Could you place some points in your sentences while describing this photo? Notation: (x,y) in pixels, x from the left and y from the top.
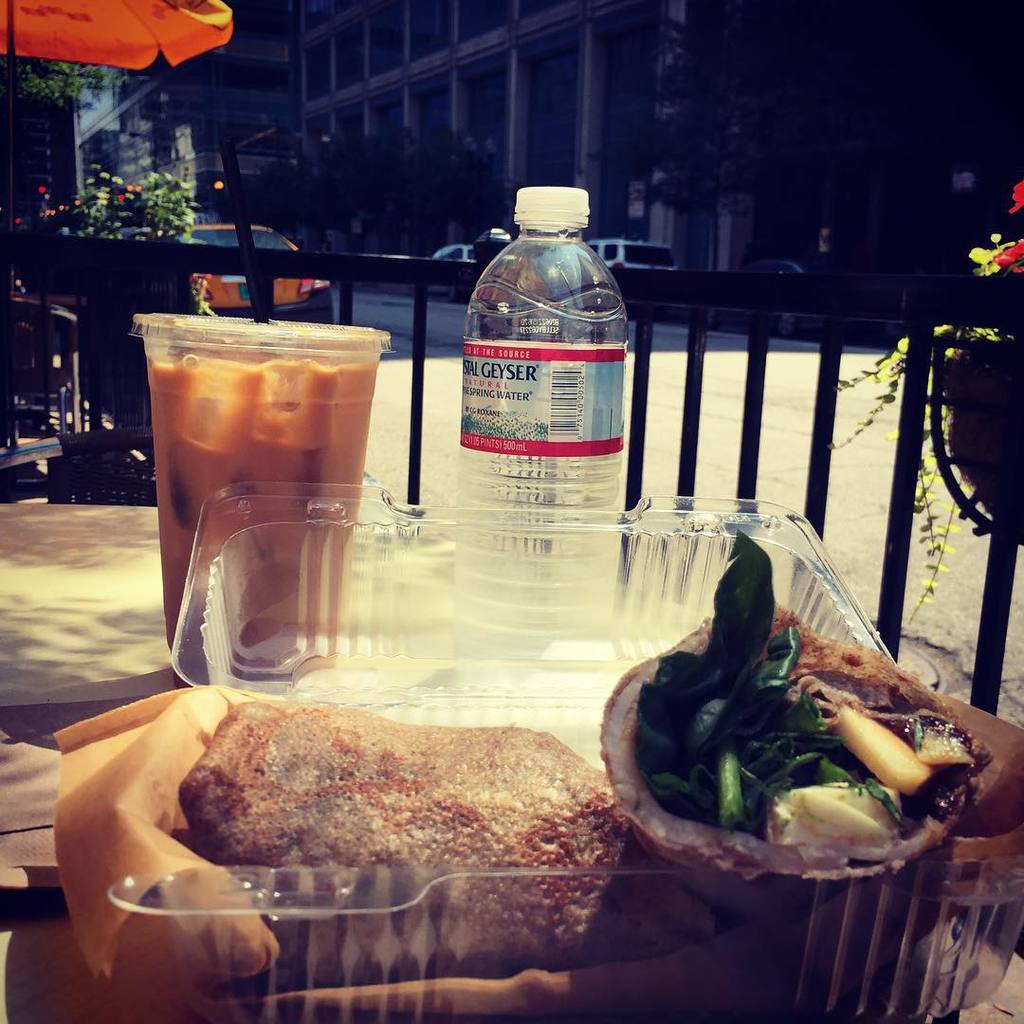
In this image we can see a food item (433,778) placed in the box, cup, water bottle (558,405) placed on the top of the table (64,583). In the background of the image (676,155) we can see a building (474,108), umbrella (117,62) and few cars (234,235) on the roads (686,350).
